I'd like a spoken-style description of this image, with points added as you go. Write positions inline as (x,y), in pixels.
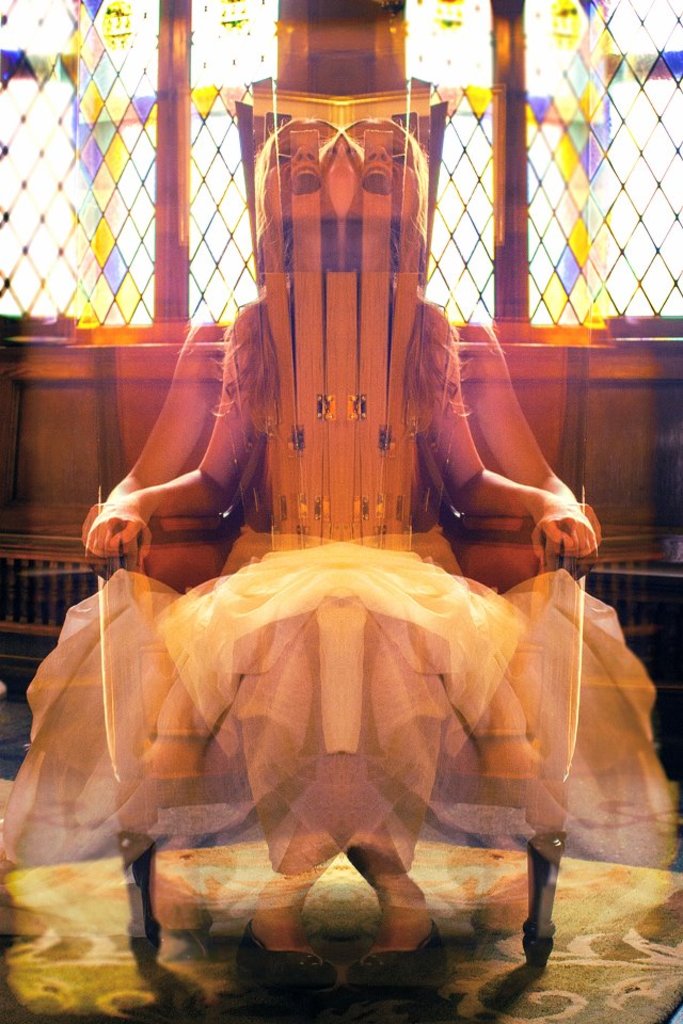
This is an edited image. Here I can see a person (225,583) is sitting on a chair (137,906) which is placed on the floor (574,948). In the background (562,389) there is a window (583,320) to the wall (613,410).
